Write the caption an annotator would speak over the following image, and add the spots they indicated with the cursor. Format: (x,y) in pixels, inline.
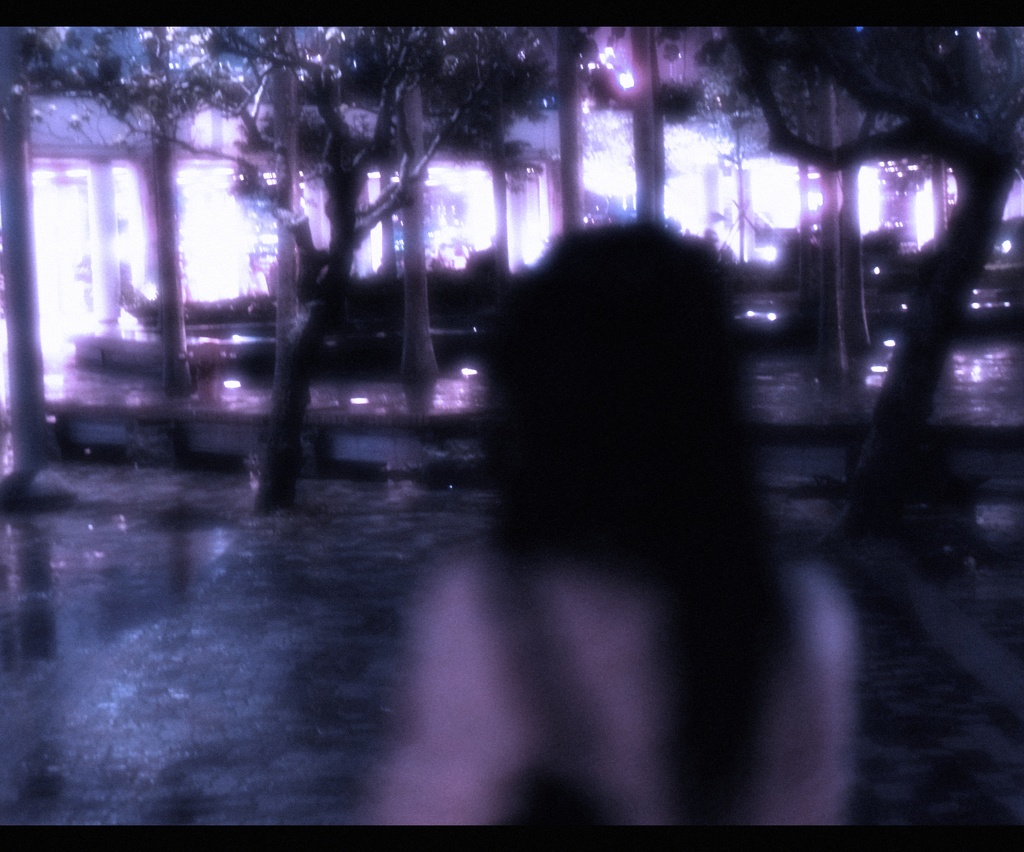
In this we can see an object (506,637) like humans (612,754) and some trees (283,429). The complete image is in a blur.
